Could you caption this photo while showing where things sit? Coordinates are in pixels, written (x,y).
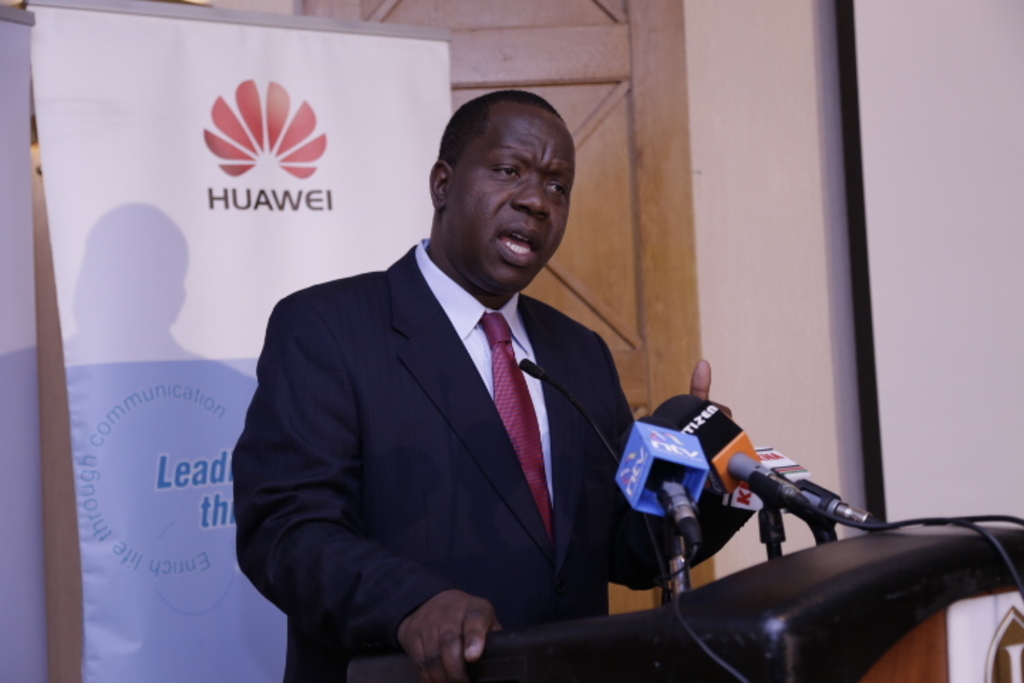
Here we can see a man (534,438) standing at the podium (821,651) and talking on the mikes (787,499) which are on podium (836,630). In the background (137,187) there are hoardings (309,42), wall (54,397), door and a screen (965,331).
